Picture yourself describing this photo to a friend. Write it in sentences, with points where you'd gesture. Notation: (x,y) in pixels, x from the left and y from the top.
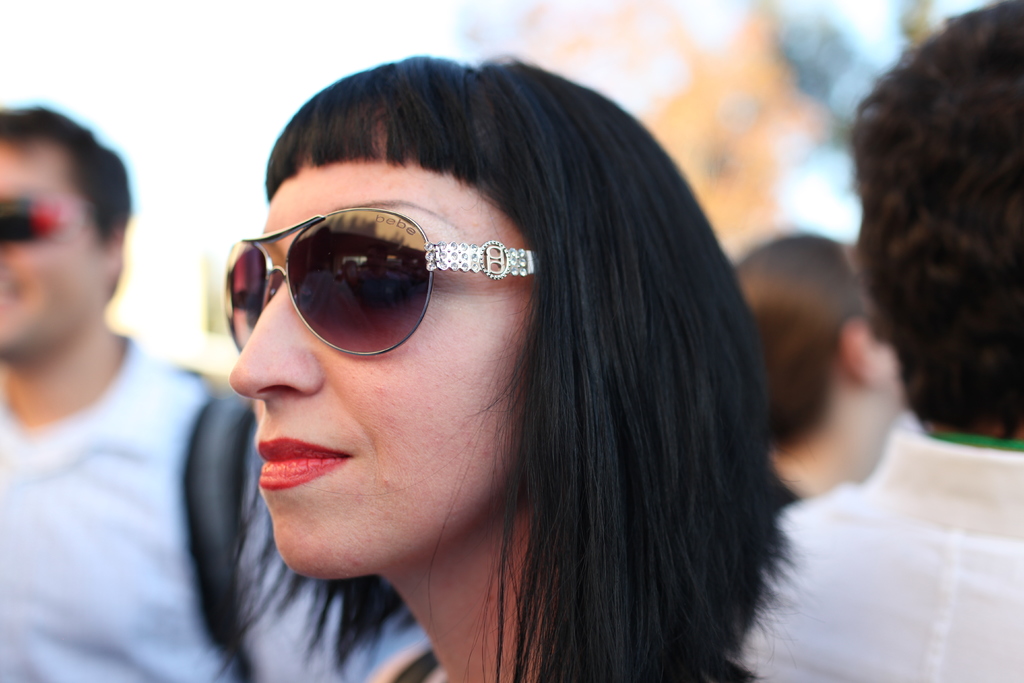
This image consists of a woman (545,495) wearing shades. On the left (86,585) and right, there are men (816,622) wearing white shirts (825,551). The background is blurred.
